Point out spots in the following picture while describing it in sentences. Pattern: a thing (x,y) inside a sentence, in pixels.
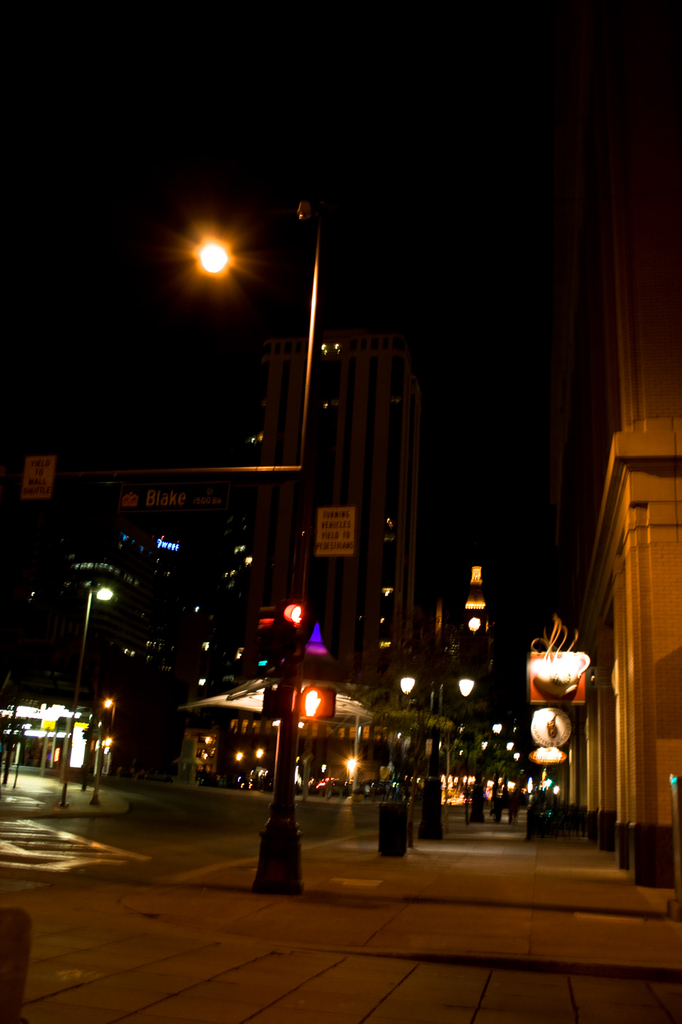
In this picture we can see a pole (299,658) and a light (210,240) in the front (279,709), in the background (635,657) there are some buildings (671,616), poles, lights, hoardings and boards (41,458), we can see a dark background (475,282).
